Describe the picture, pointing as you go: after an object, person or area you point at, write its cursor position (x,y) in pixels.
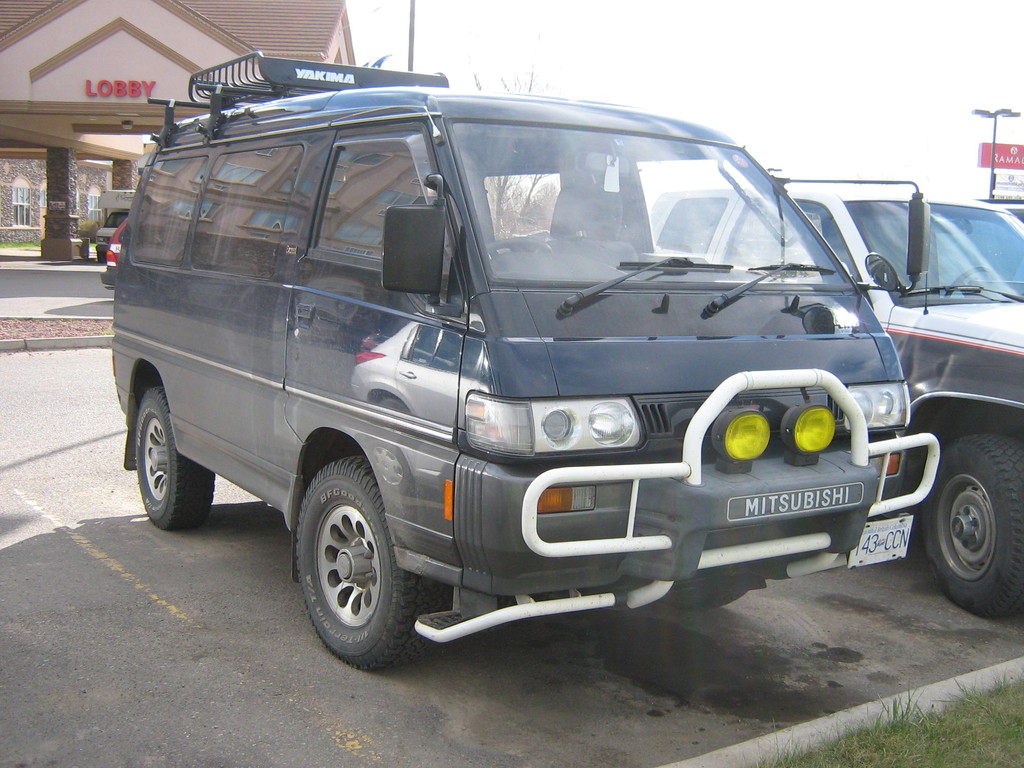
In this image we can see some vehicles (637,401) on the road (0,542), there is a house (181,97), grass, tree (496,213), pillars (66,160), board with some text (132,85) written on it, also we can see the sky (1023,58), light pole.
